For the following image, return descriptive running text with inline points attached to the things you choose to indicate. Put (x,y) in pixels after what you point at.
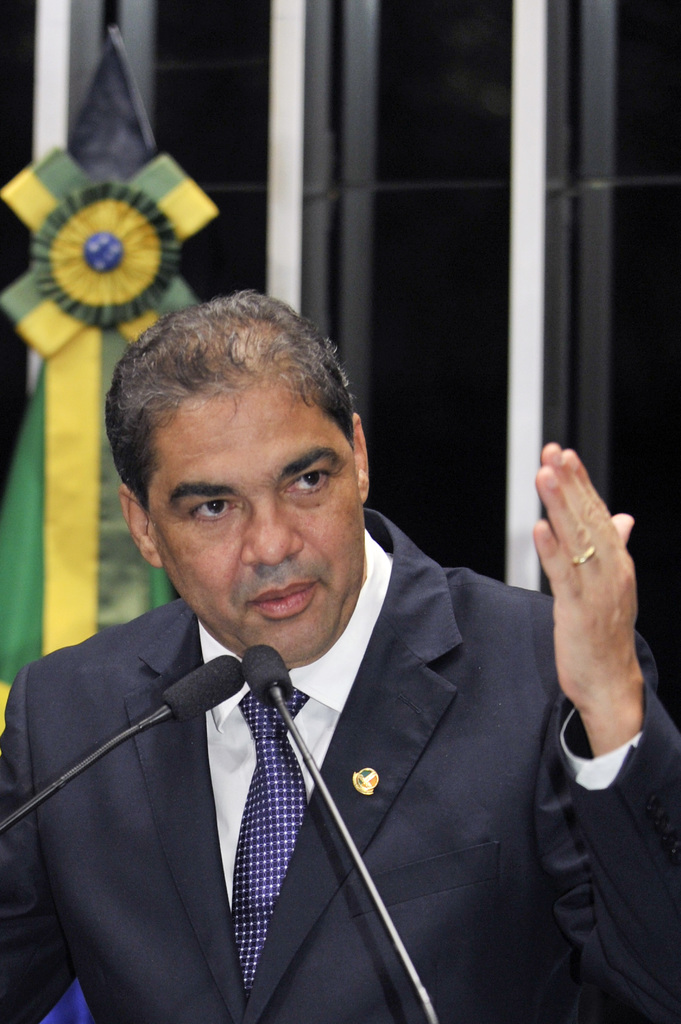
In this picture we can see a man (168,799) is standing and in front of the man (188,601) there are microphones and behind the man (251,532) there are other items (345,303).
